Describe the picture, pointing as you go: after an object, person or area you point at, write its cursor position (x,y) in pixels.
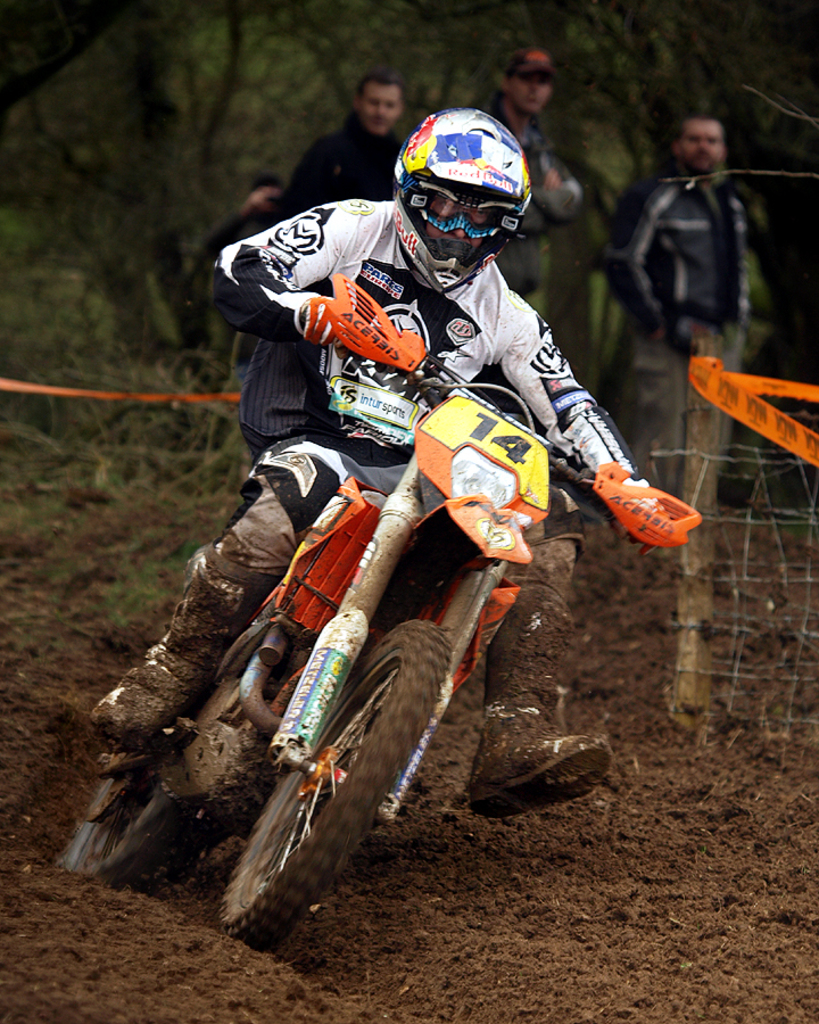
A person (221,282) on the bike (166,816) is wearing a jacket (336,251) and a helmet (464,131) on the surface (487,924) which has sand (422,899).
